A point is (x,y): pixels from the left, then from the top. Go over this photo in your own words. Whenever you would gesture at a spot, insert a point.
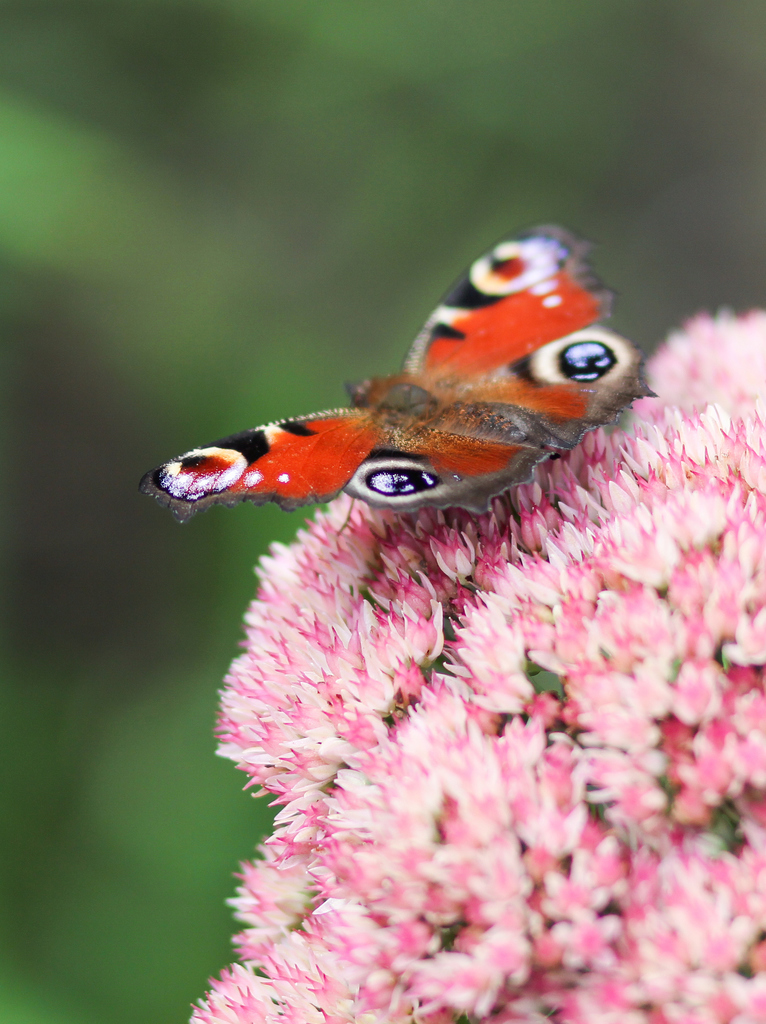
In this image I can see a butterfly (362,428) which is orange, white, black and brown in color on the flowers (556,549) which are pink and cream in color. I can see the blurry background (299,185) which is green in color.
